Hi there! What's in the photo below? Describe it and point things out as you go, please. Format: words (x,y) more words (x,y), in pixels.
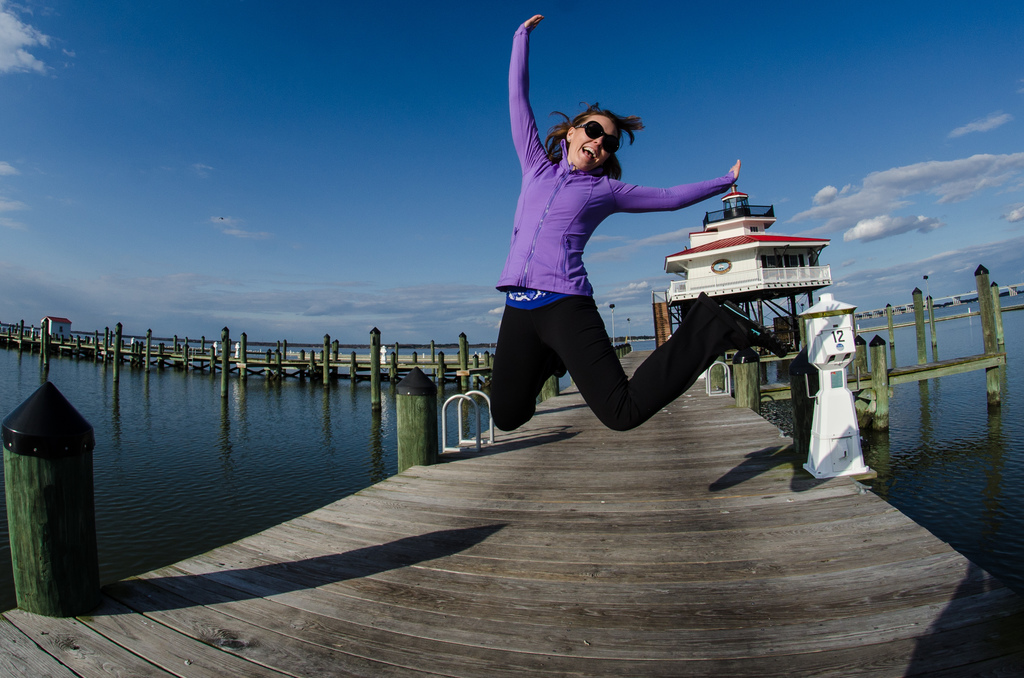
In this image there is a river (970,404), in that river (307,416) there is a footpath (556,396), a lady (579,381) is jumping on that footpath (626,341), in the background (795,175) there is a blue sky (780,213).
